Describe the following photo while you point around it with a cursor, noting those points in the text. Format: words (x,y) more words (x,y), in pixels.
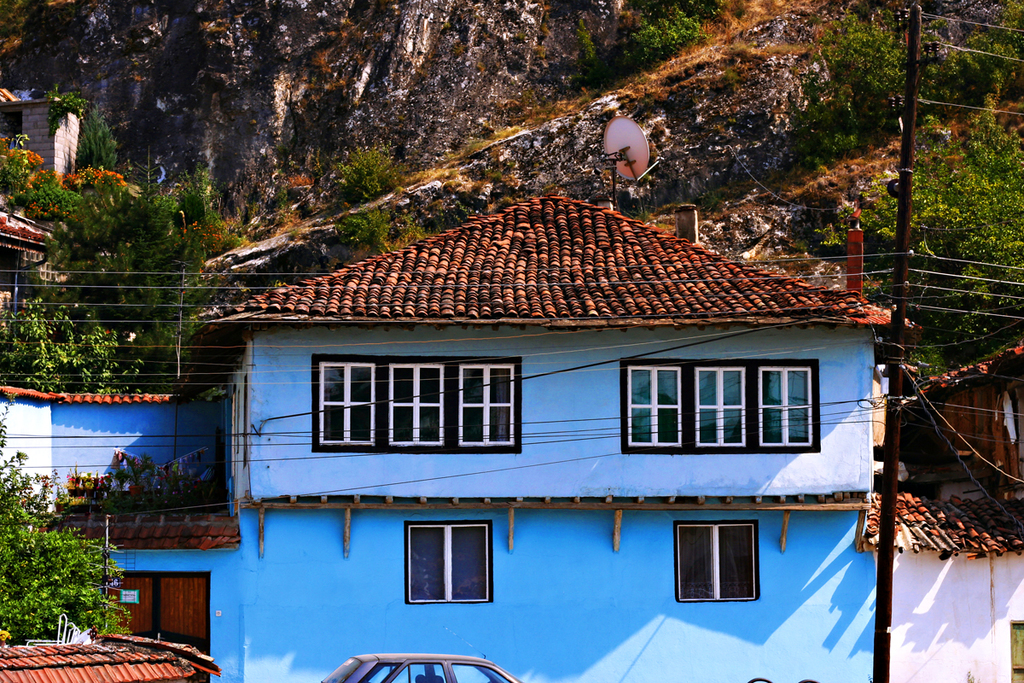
In this picture we can see a vehicle (433,678), windows (415,412), buildings (396,560), antenna (635,146), poles (894,306), wires (585,430), trees (139,256), mountains (773,50) and some objects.
